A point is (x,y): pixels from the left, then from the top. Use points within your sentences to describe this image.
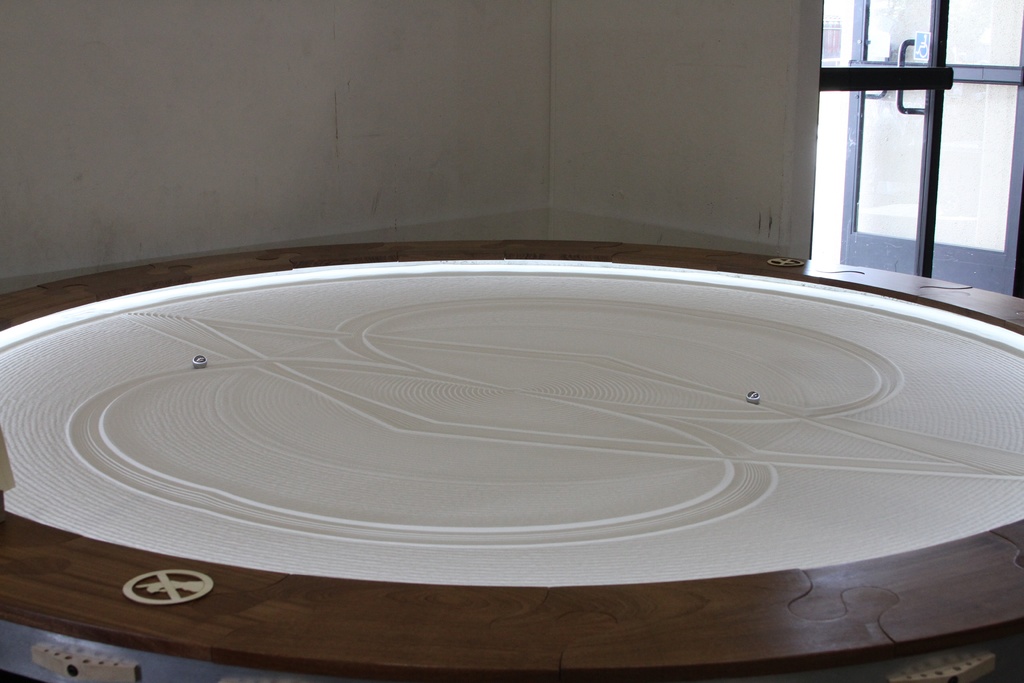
Here in this picture we can see a round board (36,463) present over a place (506,632) and at the top of it we can see a design (248,432) present and we can also see a couple of playing marbles (195,359) present and on the right side (889,157) we can see glass door (897,86) present.
